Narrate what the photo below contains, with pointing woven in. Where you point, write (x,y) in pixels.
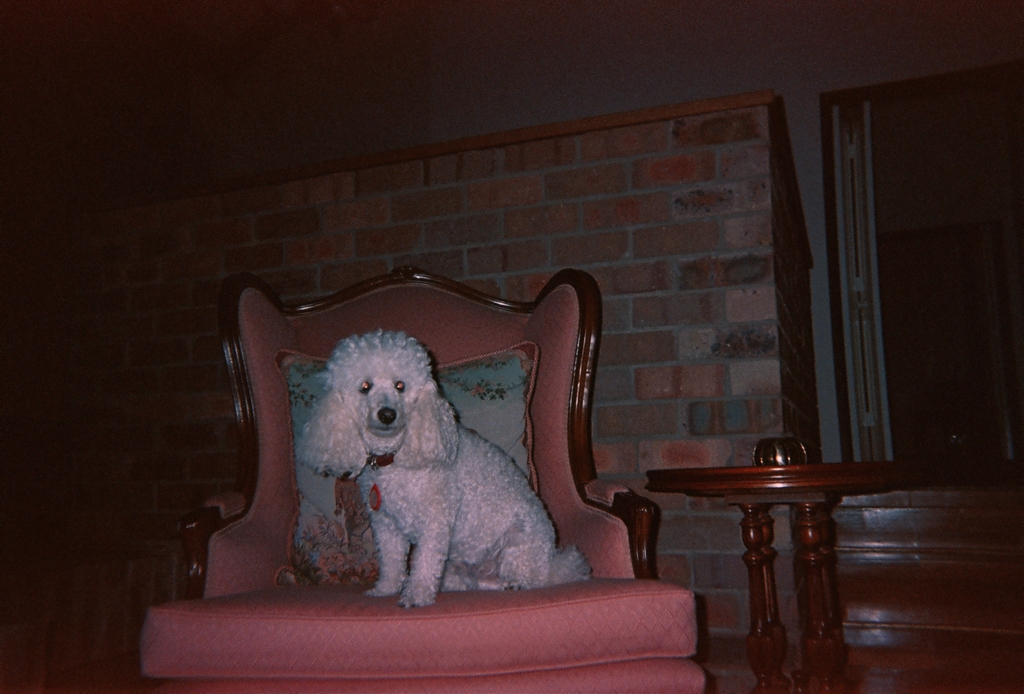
This image consist of a dog (497,514). It is clicked in a house (789,585). The dog (388,565) is sitting on a sofa (397,656) which is in pink color. In the background (686,208), there is a wall (649,262) with red bricks (660,244). To the right (828,589), there is a table (777,489).
